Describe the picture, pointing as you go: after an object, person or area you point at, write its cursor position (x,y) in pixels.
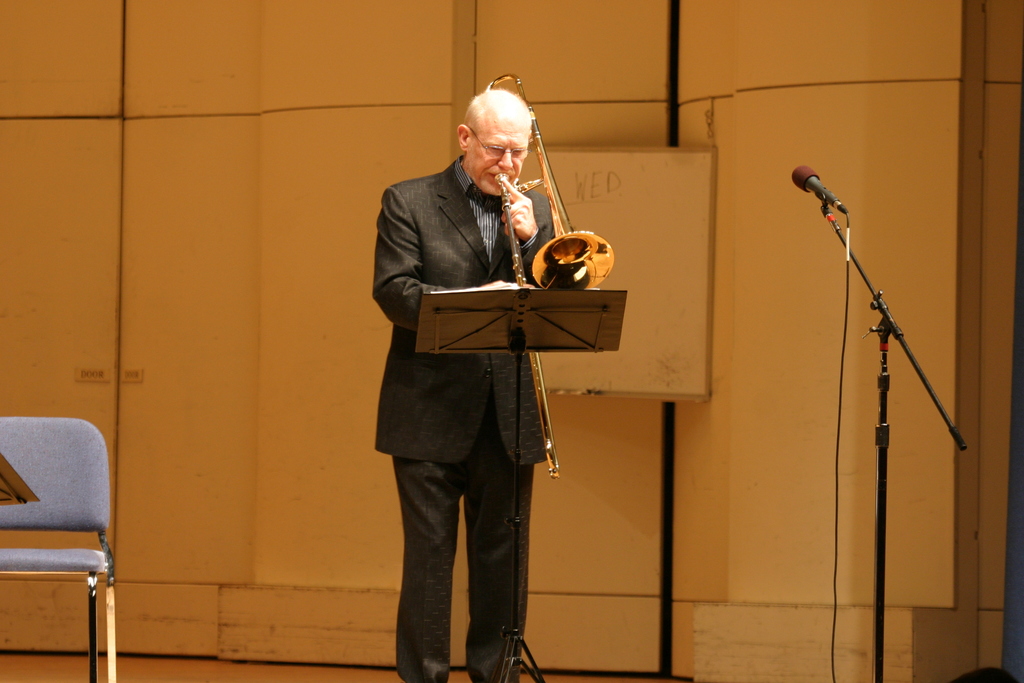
In this image, a old man (528,247) is playing a musical instrument (565,262) in-front of a stand (558,303). We can see book (511,288) here. On right side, There is a microphone (829,197), stand (925,376), wire (846,208). Left side (84,496), There is a blue color chair (69,496). Background (644,370), there is a white board (599,390) and wall (369,407) we can see.
